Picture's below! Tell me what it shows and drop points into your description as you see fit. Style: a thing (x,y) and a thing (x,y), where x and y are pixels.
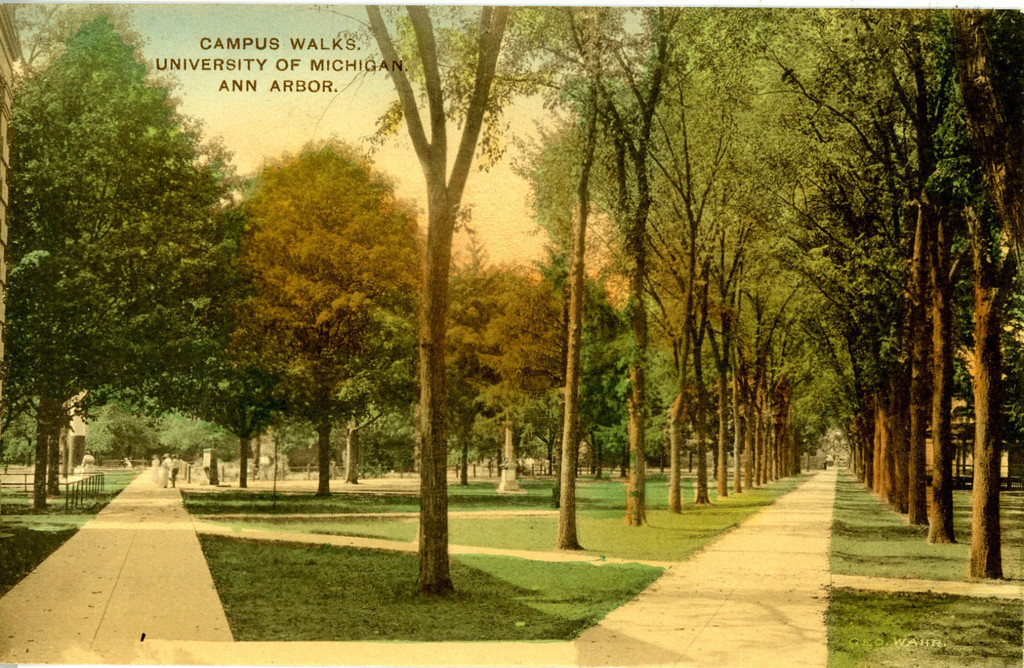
In this image I can see many trees (496,349). To the left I can see few people (172,480) and the railing (24,483). In the back (297,146) I can see the sky (288,128) and there is a name campus walks university of Michigan (235,80) is written on it.
